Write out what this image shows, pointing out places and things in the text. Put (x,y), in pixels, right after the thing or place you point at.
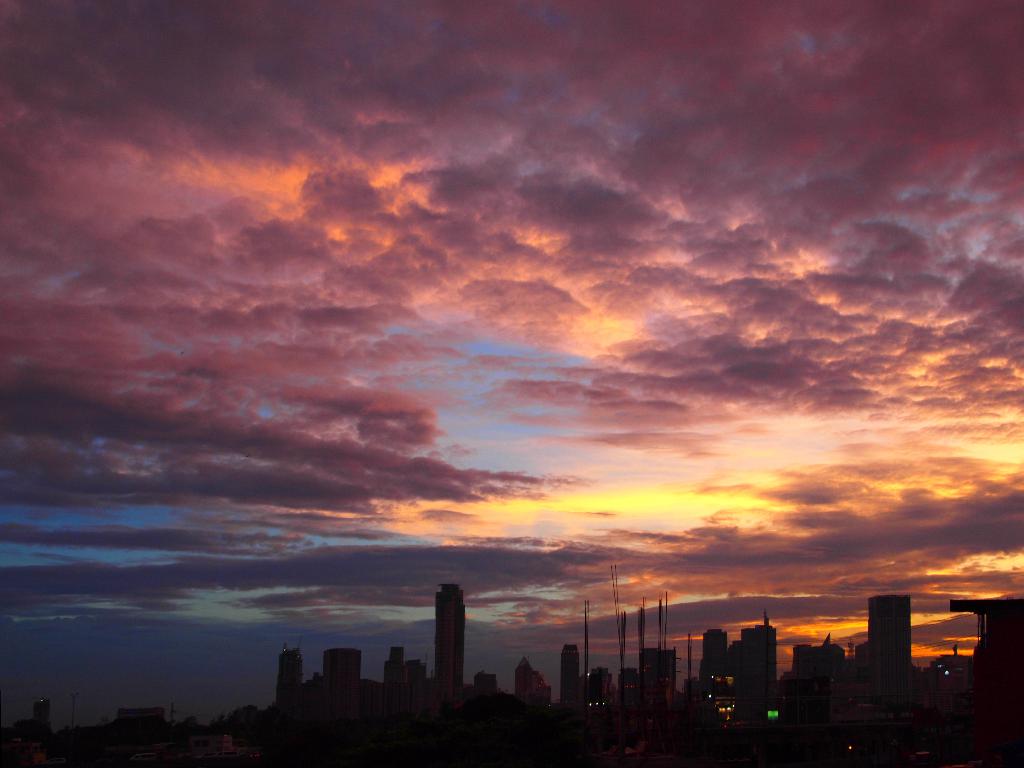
In this picture we can see sky (720,214) so cloudy and below there are so many buildings (449,645) and this is a picture taken at sunset or sunrise.
